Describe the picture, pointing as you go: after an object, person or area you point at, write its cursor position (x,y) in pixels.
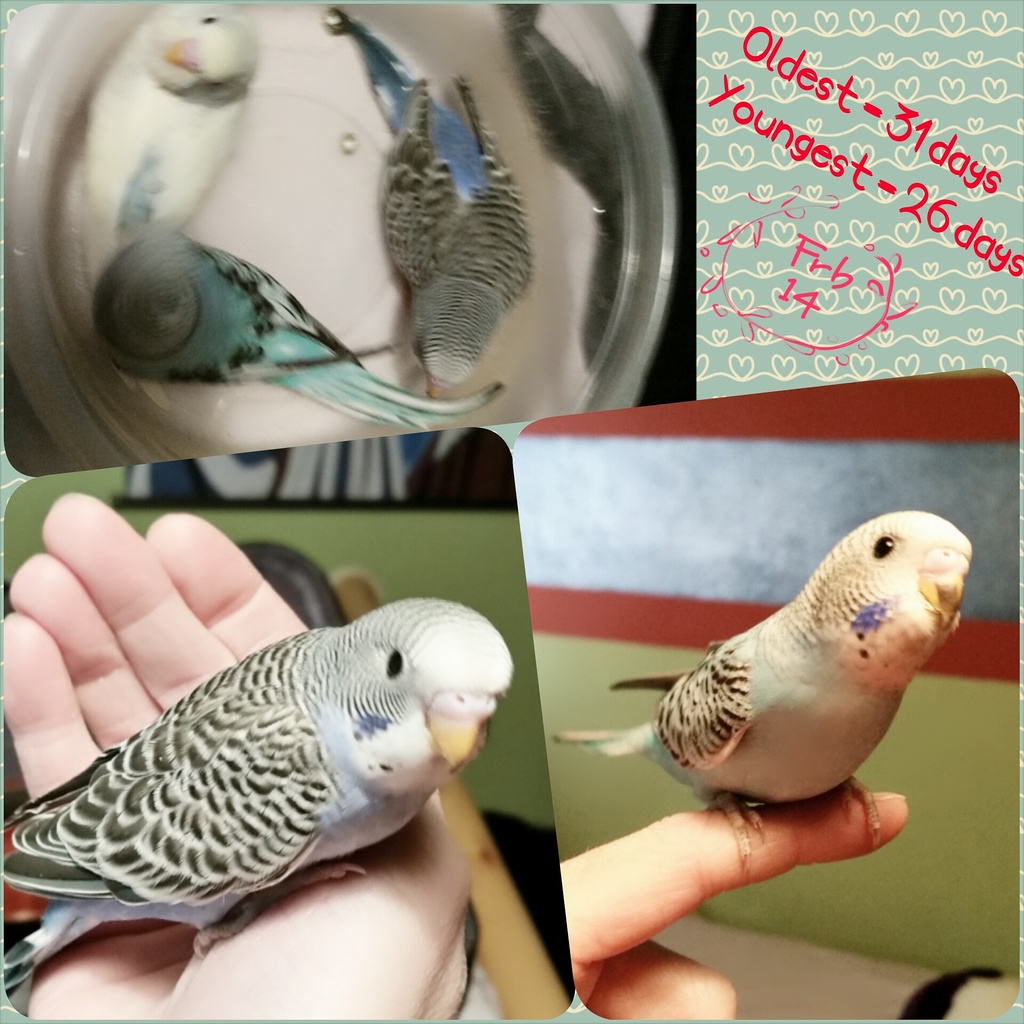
This is a collage image. There are five birds (200,378) in the image.
